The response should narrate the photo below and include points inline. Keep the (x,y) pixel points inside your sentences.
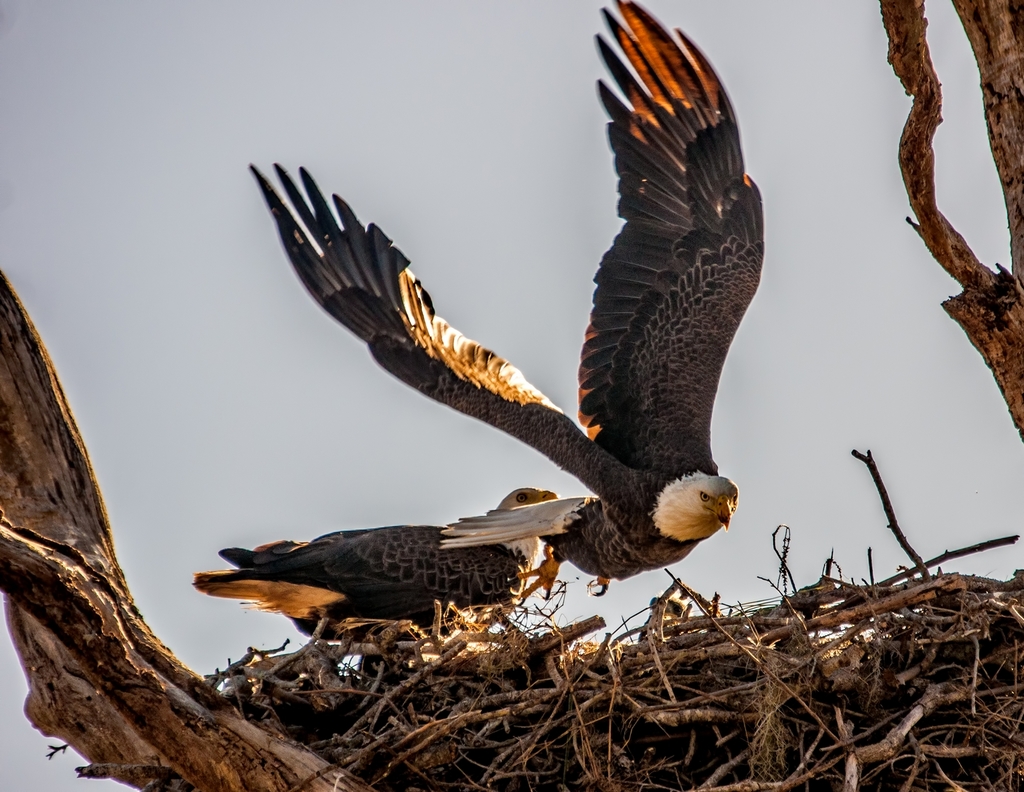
In the image, there are two birds (604,581) and one bird (616,516) is flying from the nest (531,635) and other bird (419,587) is standing on the nest (540,651) of a tree (233,752).
